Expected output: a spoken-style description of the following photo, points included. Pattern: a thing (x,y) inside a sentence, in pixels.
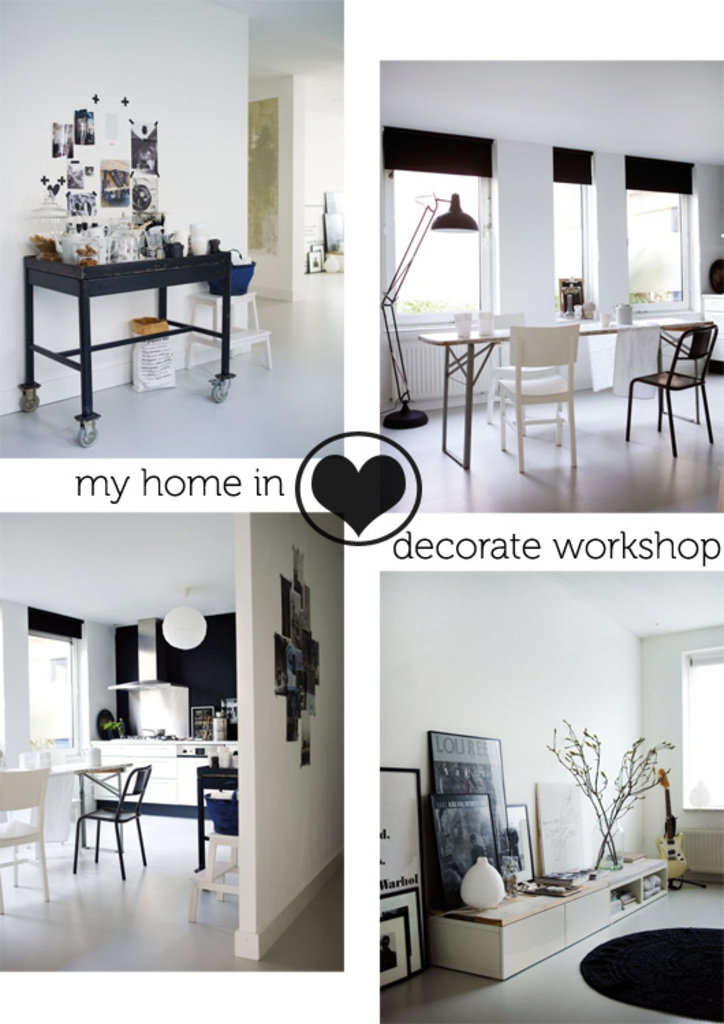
In this image, there are four different images. On the right (518,365) there are chairs (707,364), tables (463,341), windows (430,243), lamp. On the right bottom (490,792) there are photo frames (445,902), guitar (672,837), window (704,719), plant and a wall (551,656). On the left bottom (114,766) there are chairs (33,826), table (103,768), lamp (189,645), window (54,708), tables (214,784). On the left top (210,258), there is a table (145,267) on that there are many objects (147,256) and there are posters (109,173).
